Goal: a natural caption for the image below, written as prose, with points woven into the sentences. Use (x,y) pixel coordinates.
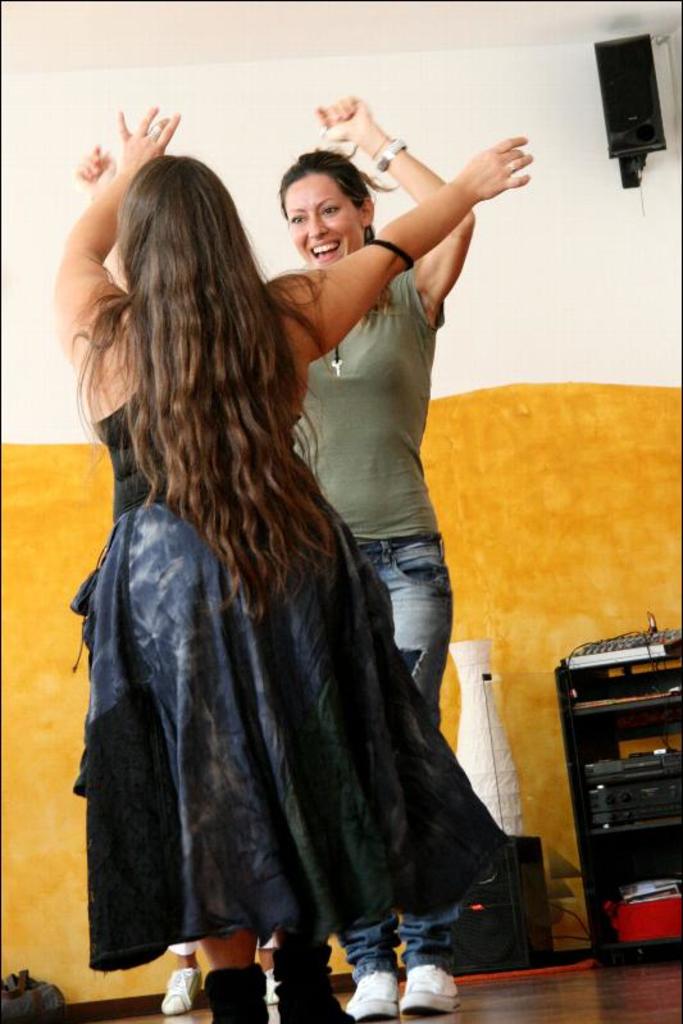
In this picture we can see two women (122,611) dancing on the floor (582,1007) and in the background (60,624) we can see speakers (471,892), devices (630,818), wall (631,615).
